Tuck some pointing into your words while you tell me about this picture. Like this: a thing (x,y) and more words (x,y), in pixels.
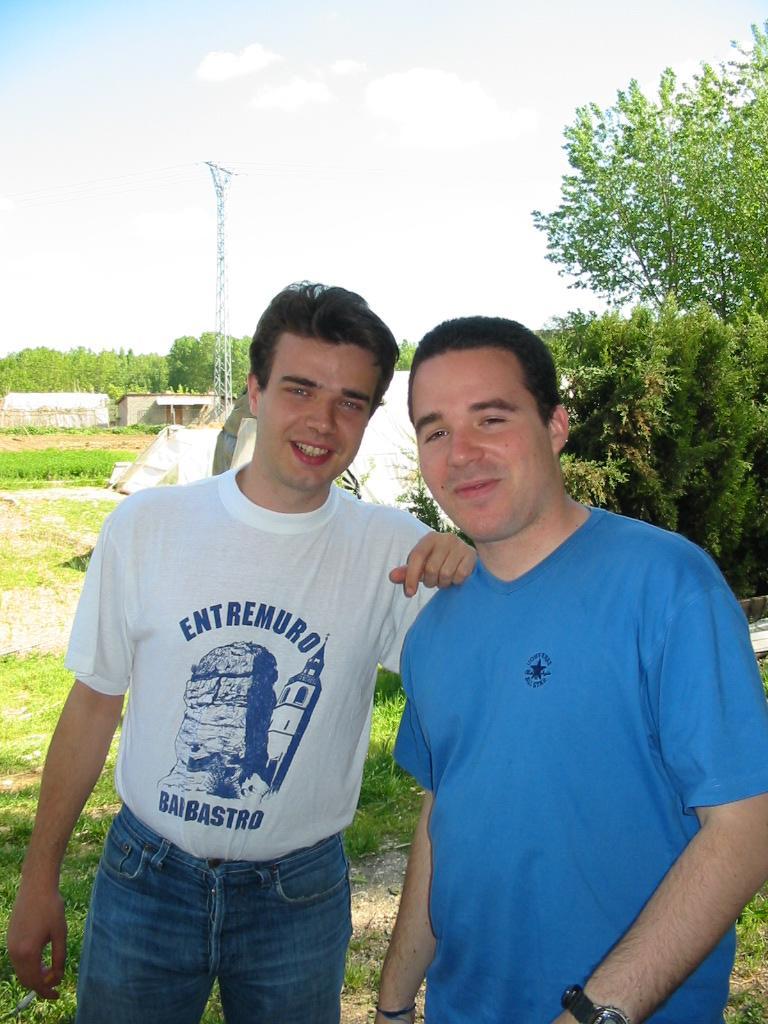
In this picture I can see two people (333,592) with a smile and standing. I can see green grass (66,534). I can see electric pole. I can see trees (187,343).
